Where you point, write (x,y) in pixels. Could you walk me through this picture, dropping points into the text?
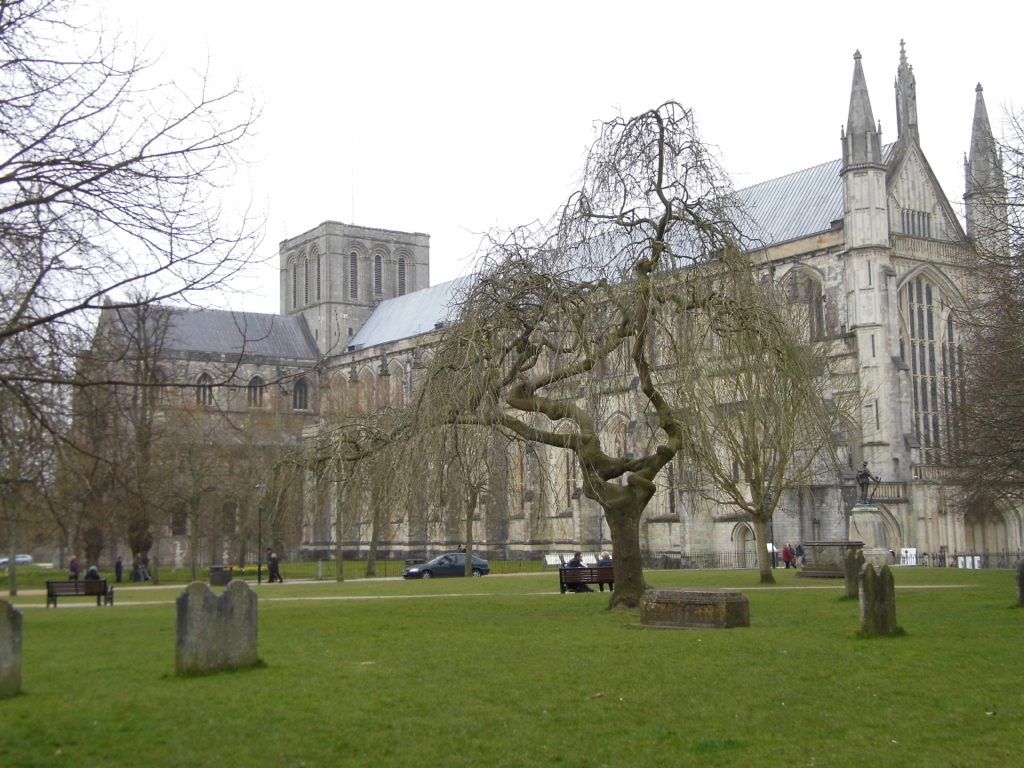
In this image I see a building (1000,186), trees (632,187), few benches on which there are persons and I see a car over here and I can also see few people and I see the path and I see the tombstones (2,605). In the background (6,80) I see the sky (466,199) and I see a statue (876,544) over here.
